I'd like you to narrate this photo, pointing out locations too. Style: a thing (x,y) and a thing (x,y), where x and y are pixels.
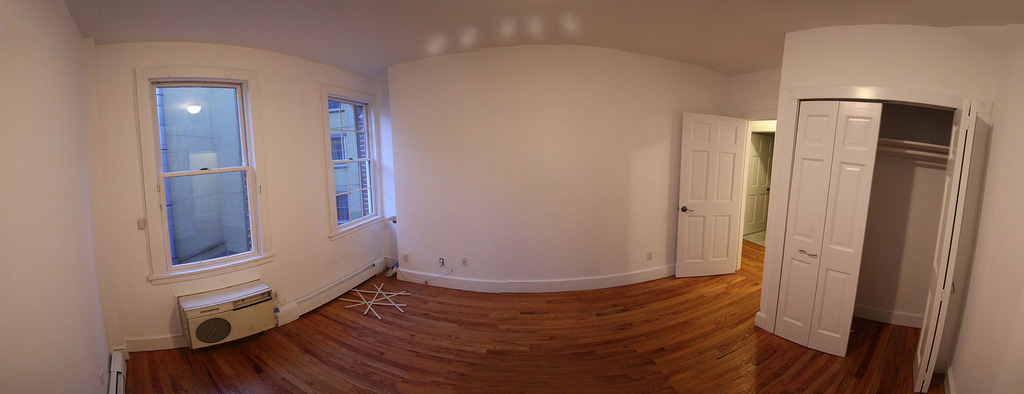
This image is clicked inside a room (501,217). There are doors (729,206) on the right side (720,246). There are windows (196,168) in the left side (183,209). There is light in the middle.
